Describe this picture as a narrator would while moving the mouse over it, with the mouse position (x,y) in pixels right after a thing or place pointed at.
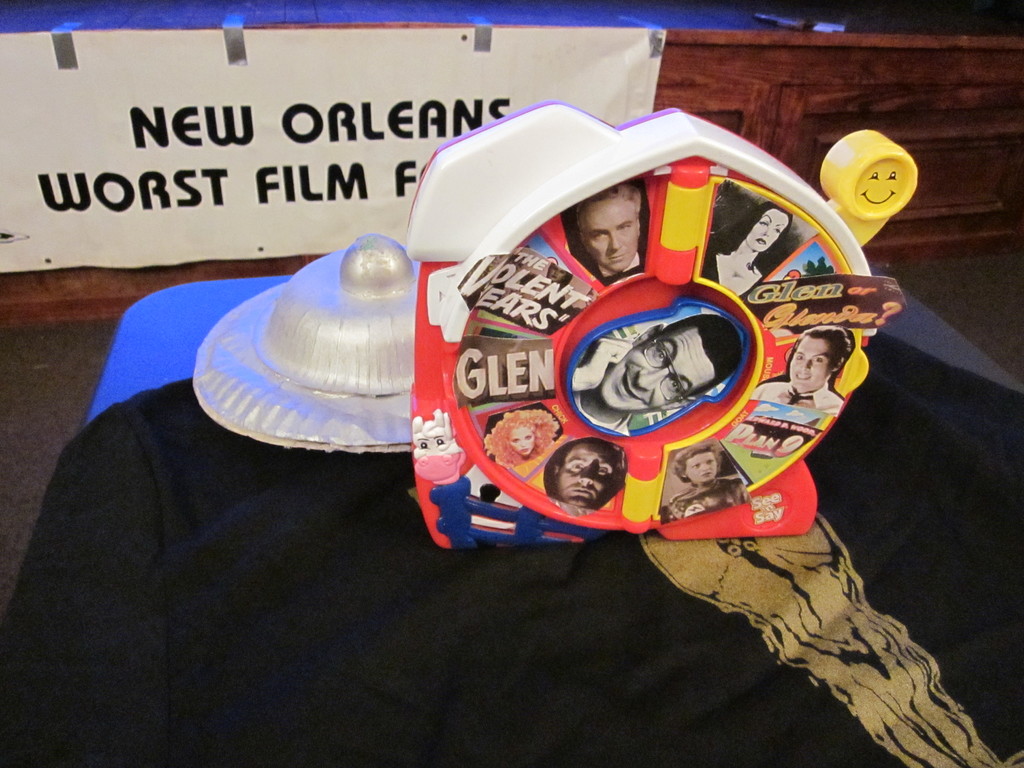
In the foreground of the picture (360,285) we can see a toy (590,306), white color object (325,372), black color cloth (191,492) and blue color table (202,327). In the background (364,118) we can see banner (370,93) and wooden object (820,39) looking like a stage (830,98).
